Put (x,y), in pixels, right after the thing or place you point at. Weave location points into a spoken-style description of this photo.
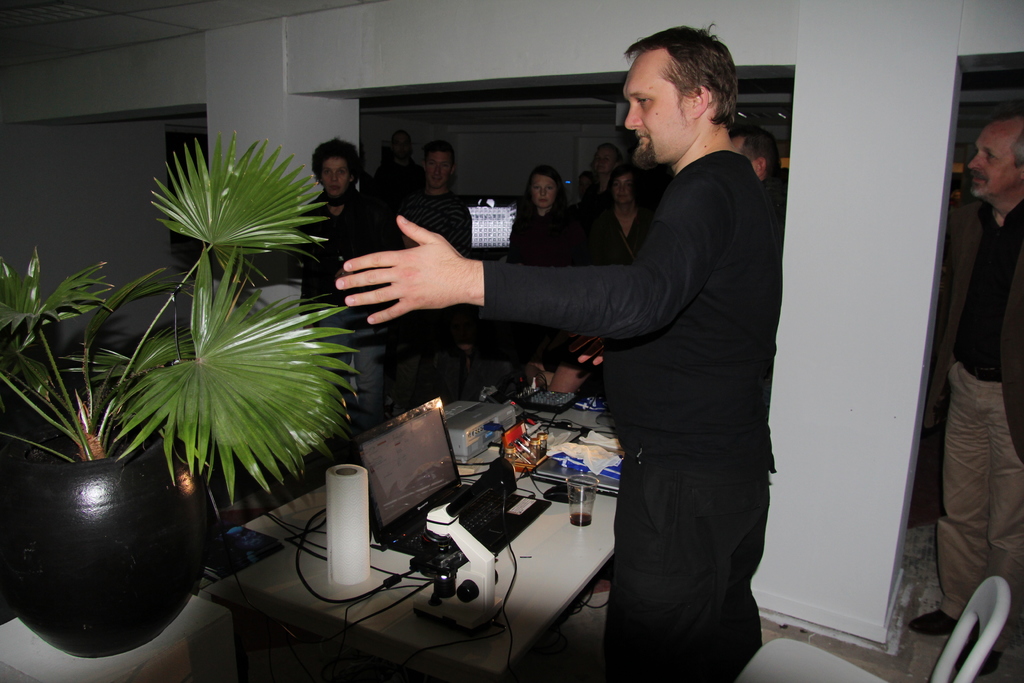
In this picture there are people (968,382) and we can see laptop (468,520), glass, cables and objects (456,588) on the table (272,557). We can see plant (140,418) with pot (83,578) on the white platform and pillars (273,126). In the background of the image (554,139) we can see wall (515,151).
